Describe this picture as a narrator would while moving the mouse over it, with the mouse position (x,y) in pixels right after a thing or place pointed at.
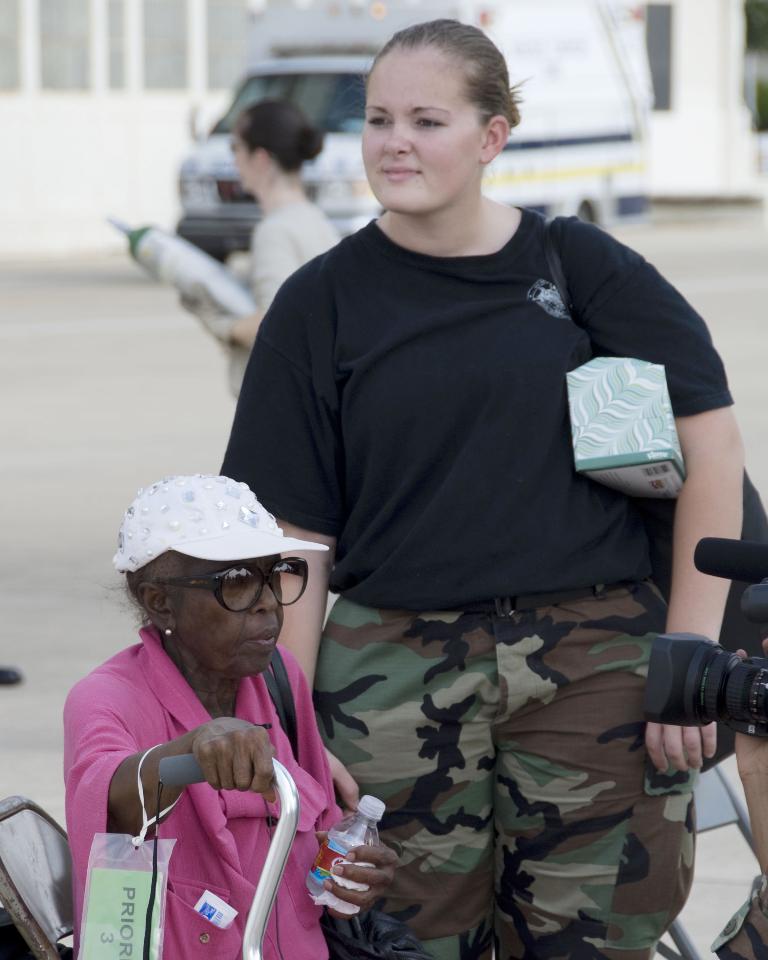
In this image there is a woman (168,884) sitting on the chair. She is holding a stick (269,852) with one hand (221,747) and a bottle (341,843) with other hand (363,868). She is wearing goggles (234,577) and cap (194,527). Beside her there is a woman (406,528) standing. She is holding a box (637,432) in her arms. Behind her there is a person (234,317) standing on the land (151,415). There is a vehicle (343,200) behind there is a building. Right side (749,784) there is a person (758,777) holding a camera (734,679) in his hand (766,807).
